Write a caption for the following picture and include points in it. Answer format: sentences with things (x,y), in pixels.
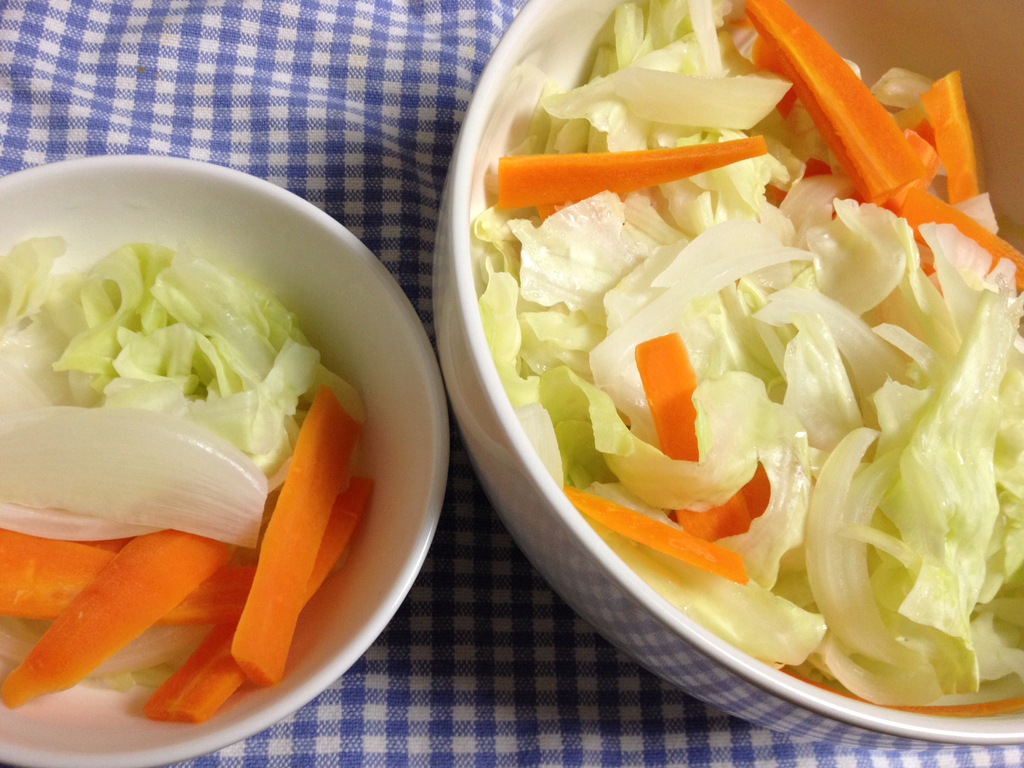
In this picture we can see food (549,346) in the bowls (408,418), and also we can see a napkin (355,100).
